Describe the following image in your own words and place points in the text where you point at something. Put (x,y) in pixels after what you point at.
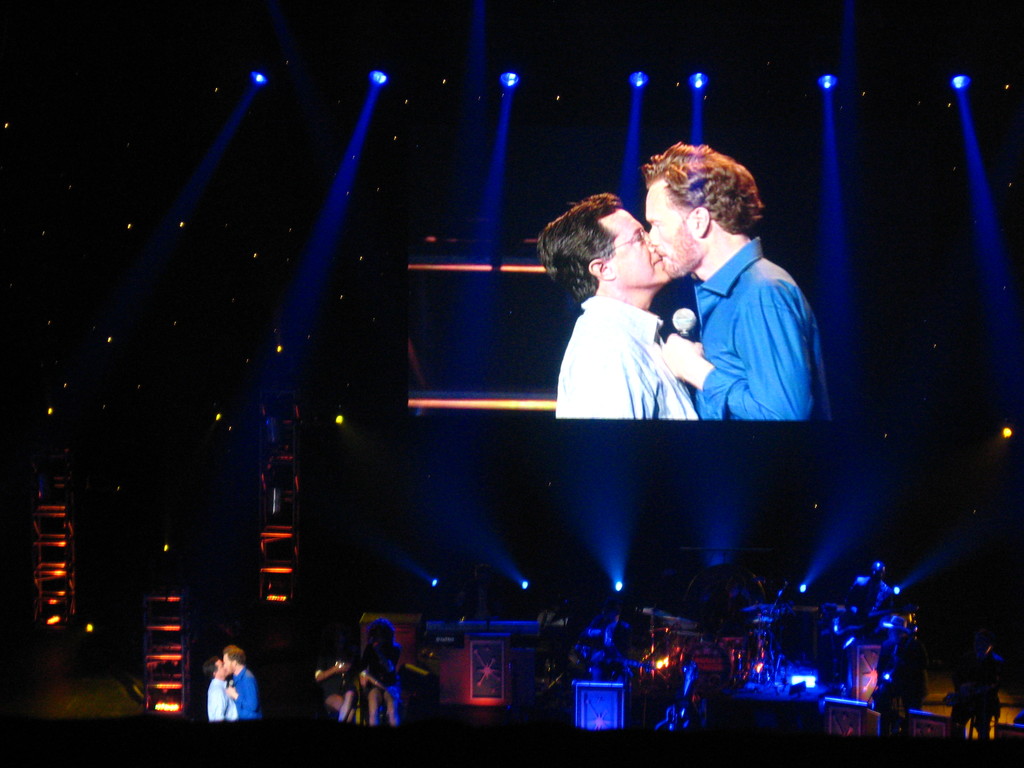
In this image I can see the stage (439,626) on which I can see few persons (334,680) and few lights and in the background (690,293) I can see a huge screen (580,133) and on the screen (550,299) I can see two persons (611,332) wearing white and blue shirts (646,350) are standing and a person (722,350) is holding a microphone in his hand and I can see few lights (369,103) which are blue in color and the dark background (772,84).
